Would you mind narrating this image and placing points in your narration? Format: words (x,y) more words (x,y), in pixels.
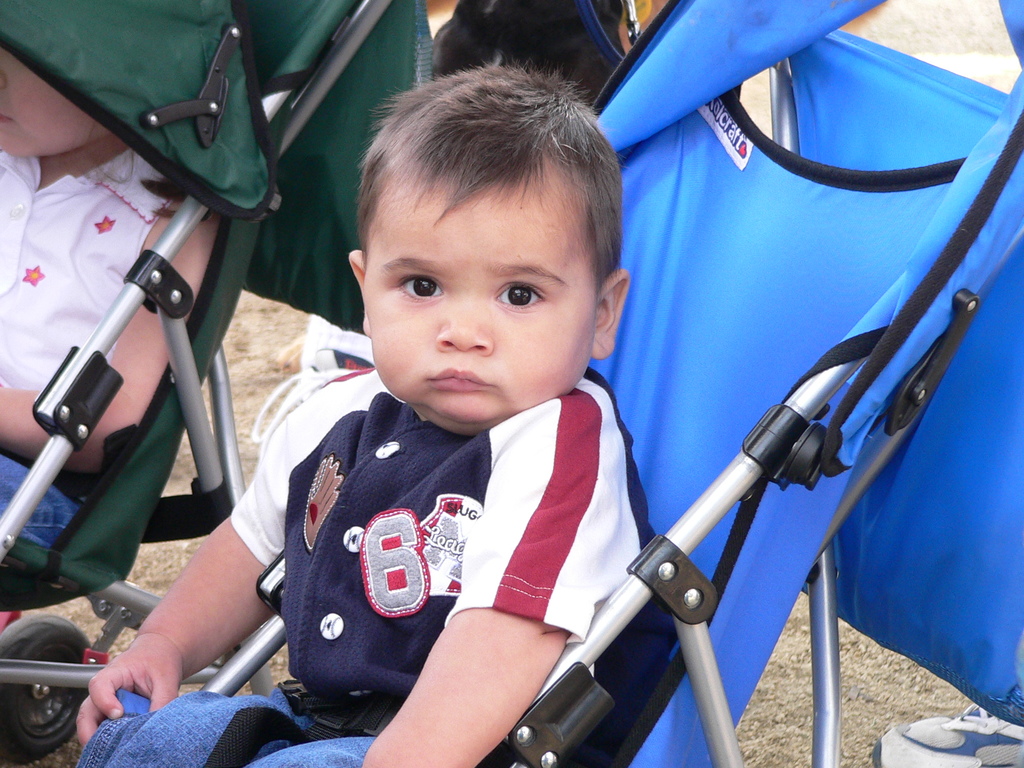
In this image I can see there are two babies (46,150) sitting on chairs (927,349) and I can see shoe (910,733) visible at the bottom (962,742).
